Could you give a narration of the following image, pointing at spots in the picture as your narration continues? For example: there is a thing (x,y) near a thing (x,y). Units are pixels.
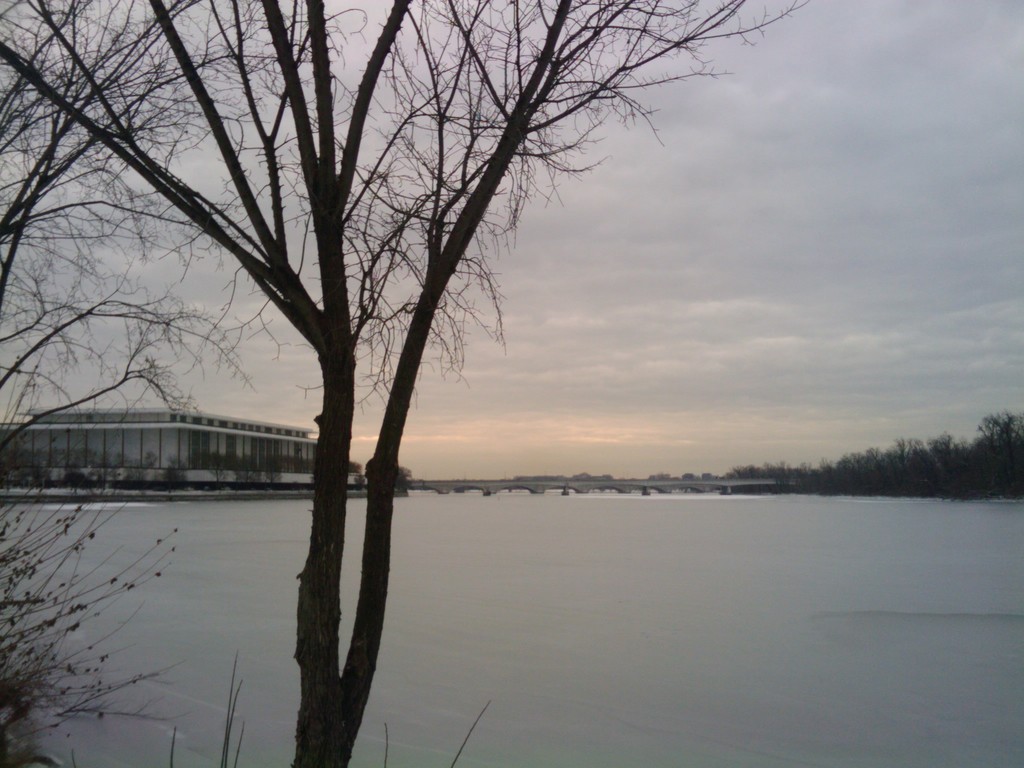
In this image there are some trees (387,529) at left side of this image (332,458) and there is a river (509,641) at bottom of this image (630,571) and there is a bridge (532,484) in middle of this image (635,490) and there is a building (241,443) at left side of this image (153,422) and there are some trees (815,477) at right side of this image (881,472) and there is a sky (656,261) at top of this image (681,250).
